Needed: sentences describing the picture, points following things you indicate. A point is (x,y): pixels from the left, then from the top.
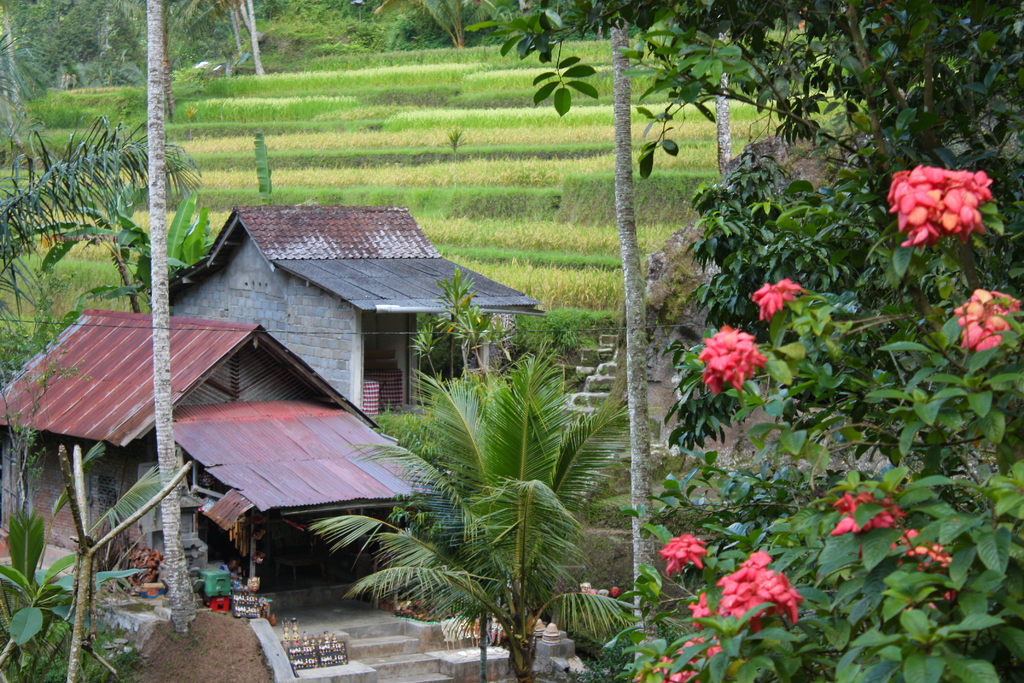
In this image in the center (450,288) there are houses (252,362). In the front (762,508) there is flower (720,368) and there are trees (494,540). In the background (415,171) there is grass (451,181) on the ground (451,181) and there are trees (488,37).
